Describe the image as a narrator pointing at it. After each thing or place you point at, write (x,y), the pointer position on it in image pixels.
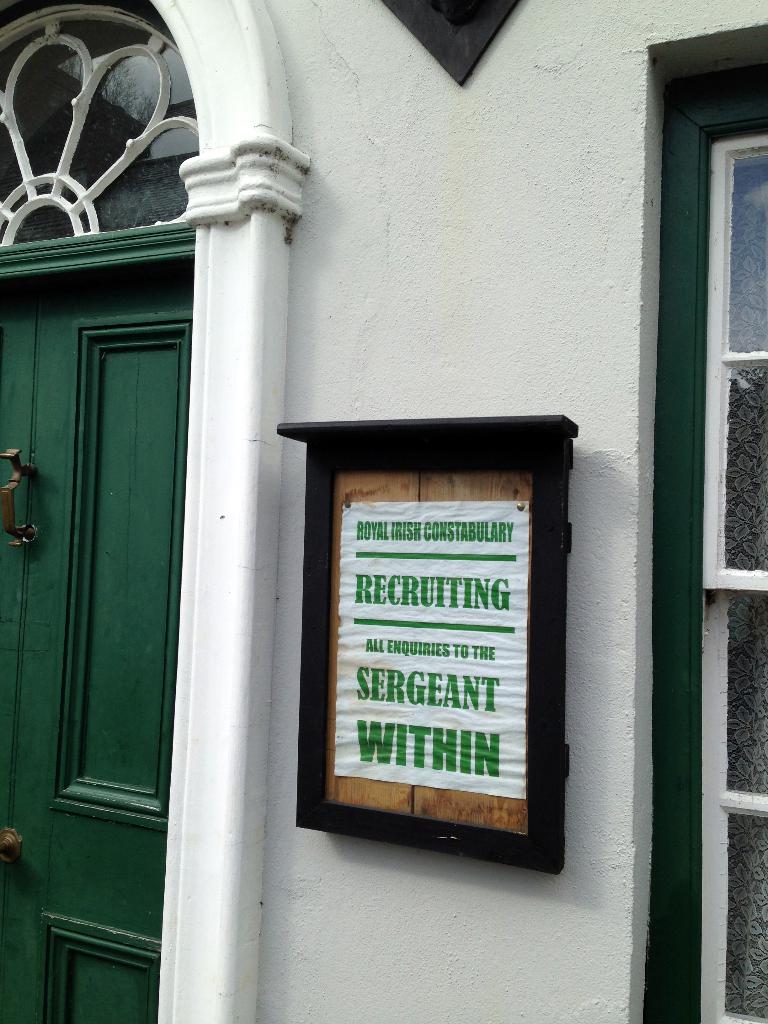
In this image we can see a wall (392,254), there is door (97,361) which is in green color, there is a window (753,924), we can see a board (398,593) attached to the wall (501,402).
